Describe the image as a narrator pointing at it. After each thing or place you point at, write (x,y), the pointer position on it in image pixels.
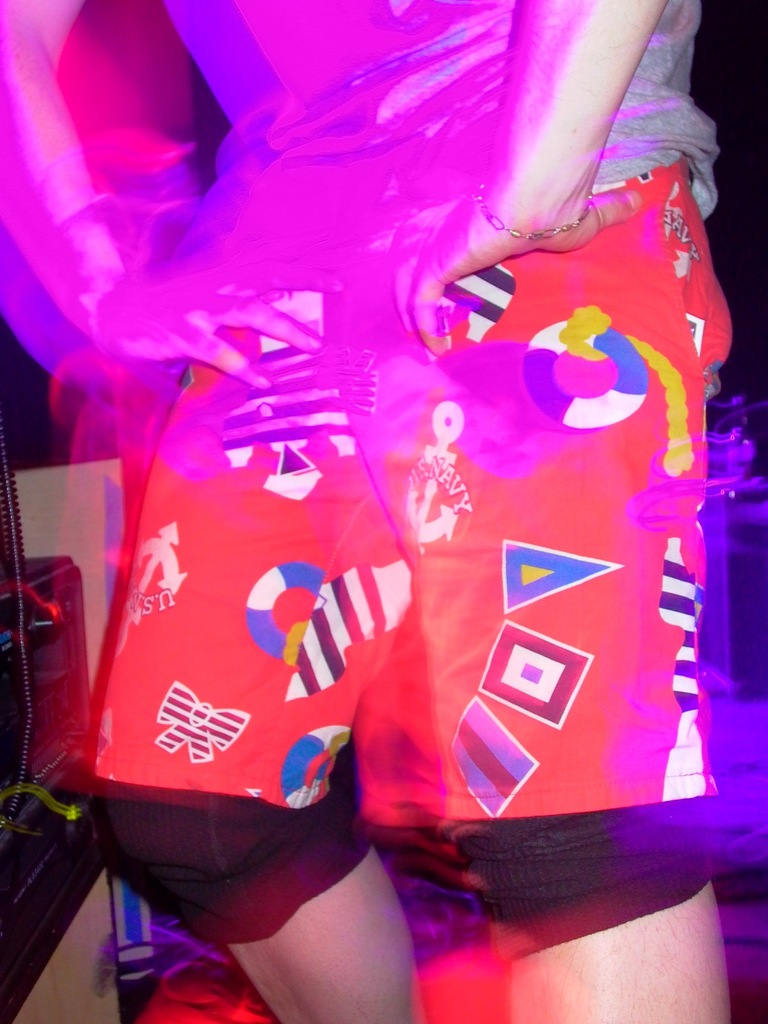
In this image there is a person (426,515) standing, there are objects (58,590) towards the left of the image (37,524), there are objects (201,952) towards the bottom of the image (435,999), the background of the image (728,249) is dark.
